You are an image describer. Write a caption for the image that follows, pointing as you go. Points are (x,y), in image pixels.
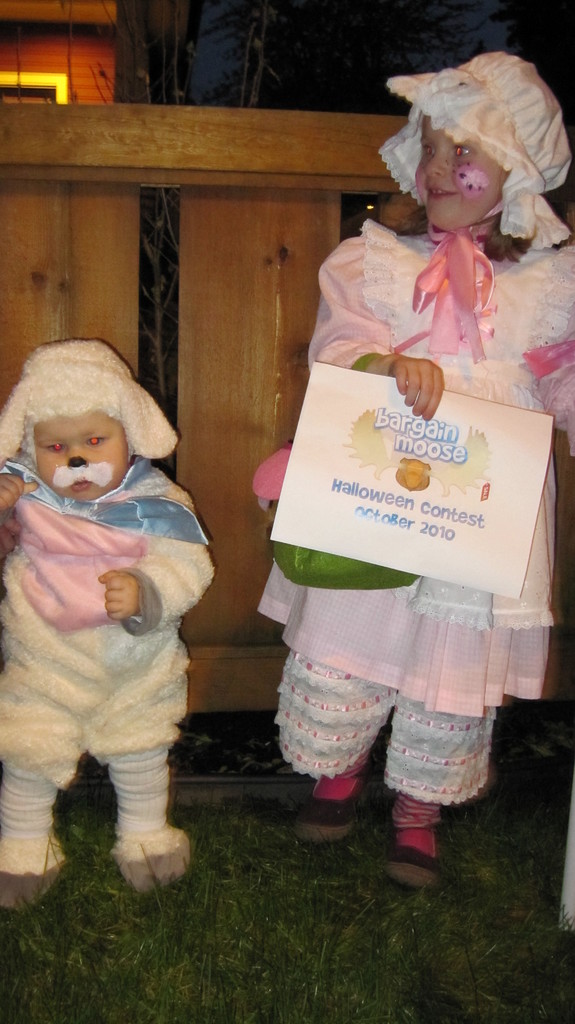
In this image there is one girl (445,318) and one boy (39,608) standing and they are wearing some costume (400,659), and the girl (400,653) is holding one board (416,456). On the board (416,472) there is some text (425,448), and at the bottom (344,878) there is grass (510,896) and in the background (252,442) there is some object (323,166). And it looks like a wooden fence (240,195) and some plants (248,39) and wall (7,55).
